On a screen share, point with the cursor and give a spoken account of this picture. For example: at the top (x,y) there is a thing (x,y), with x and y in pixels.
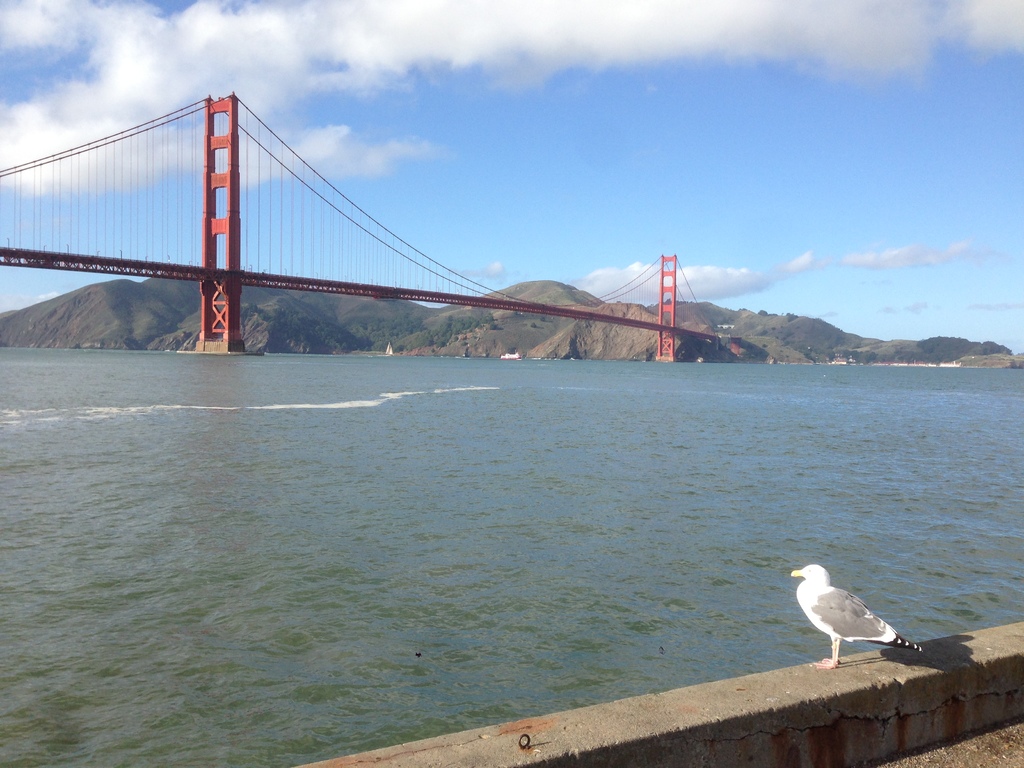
In this image we can see there is a bird (830,617) on the wall (844,679). And we can see there is a bridge (227,302) on the water (306,459). At the back (513,326) we can see there are mountains (560,326), trees (962,346) and the cloudy sky (496,160).
